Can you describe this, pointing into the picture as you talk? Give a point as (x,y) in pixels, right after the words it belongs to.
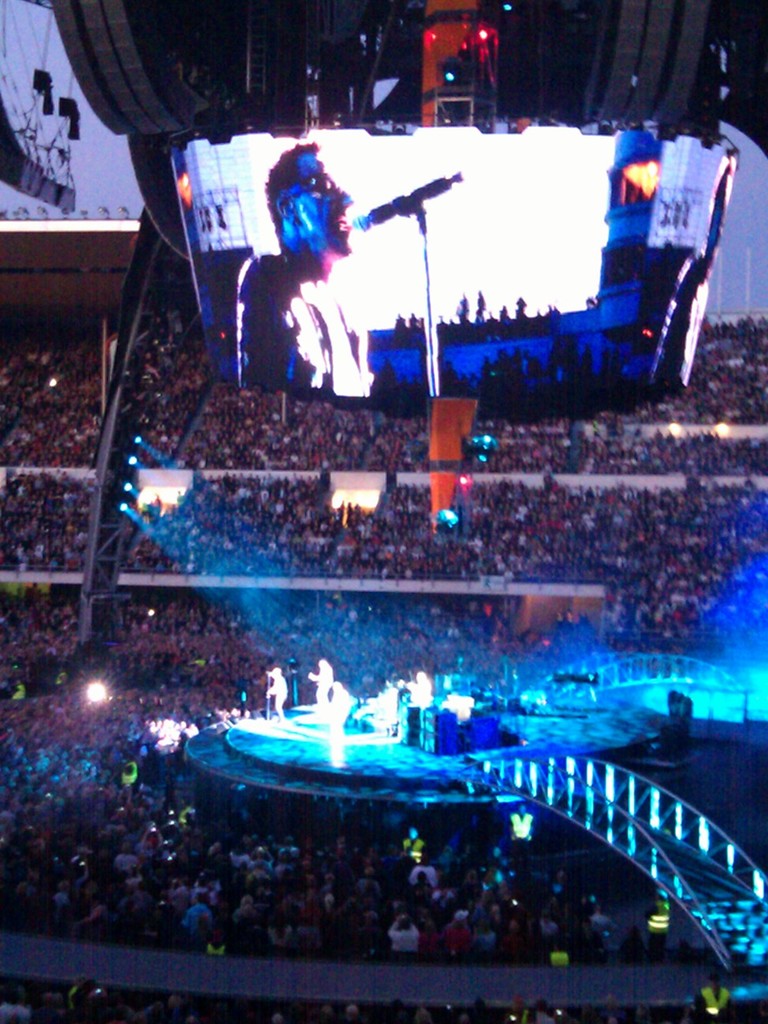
In the image in the center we can see one stage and two bridges (611,802) around stage (353,776). On stage (428,773), we can see few people (346,698) were standing and we can see microphones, speakers (444,720) etc. In the background (468,229) we can see sky (93,175), roof (50,272), screen (421,360), banners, lights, group of people (369,542) were sitting and watching them and few other objects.
